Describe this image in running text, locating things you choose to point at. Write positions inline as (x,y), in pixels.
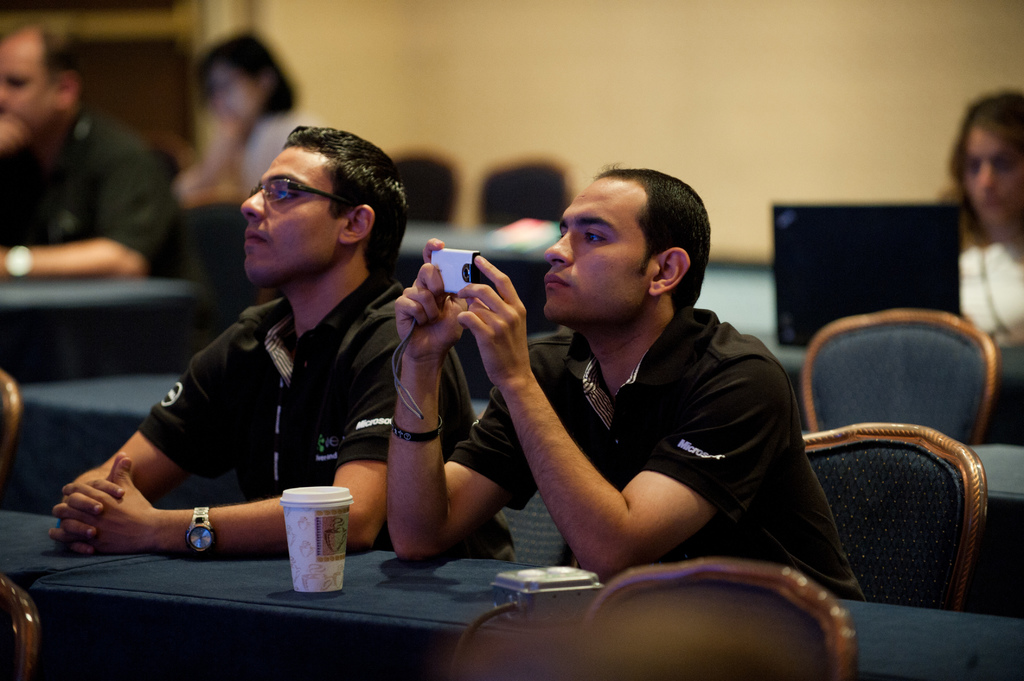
In this image i can see 2 persons (654,413) wearing black t shirts (715,409) are sitting on the chairs (861,482) in front of the desk (945,646), the person (571,452) on the right side (771,554) is holding a camera (461,280) and a person (180,540) on the left side (219,520) is wearing a watch (204,537) and glasses (327,191). On the desk (392,591) I can see a cup (296,561) and a box (509,576). In the background (244,152) I can see few people (63,88) sitting on chairs (514,207), a laptop (860,288) and the wall (765,105).
